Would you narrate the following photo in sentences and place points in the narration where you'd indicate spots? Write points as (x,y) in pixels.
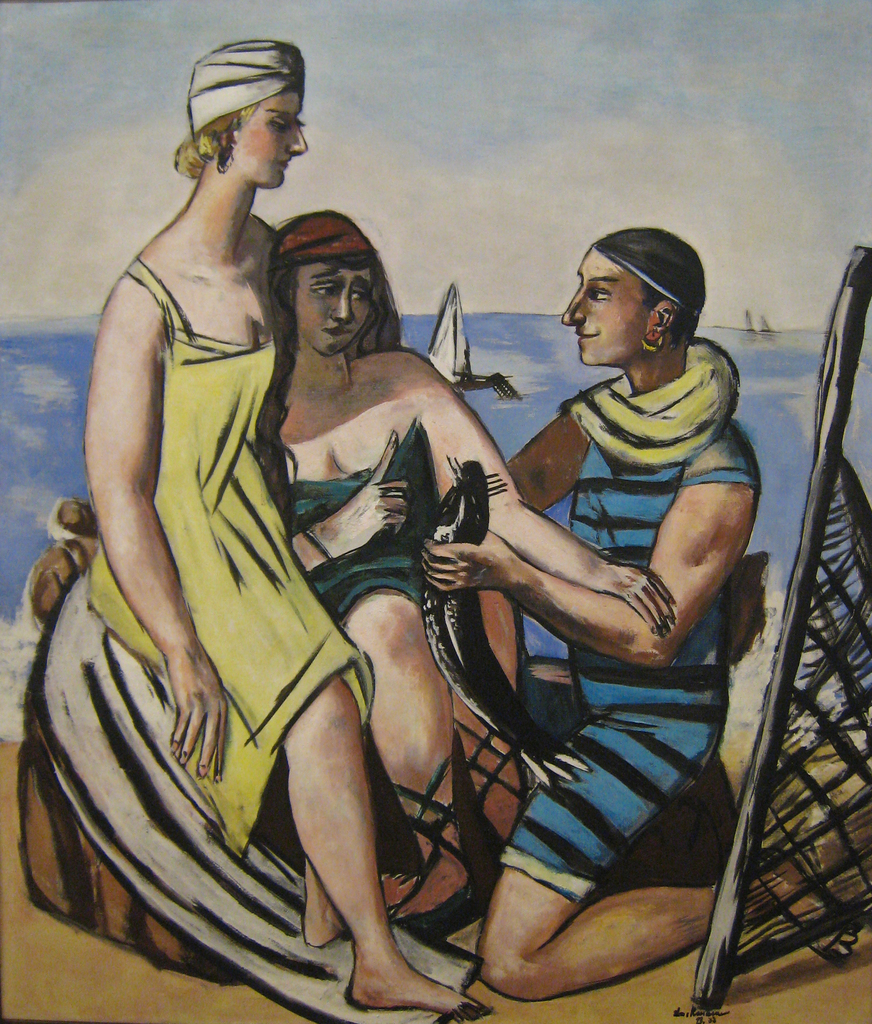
In this picture we can see a painting (574,805), this is a painting (630,857) of three persons (468,546), water (495,403) and a boat (472,383).
